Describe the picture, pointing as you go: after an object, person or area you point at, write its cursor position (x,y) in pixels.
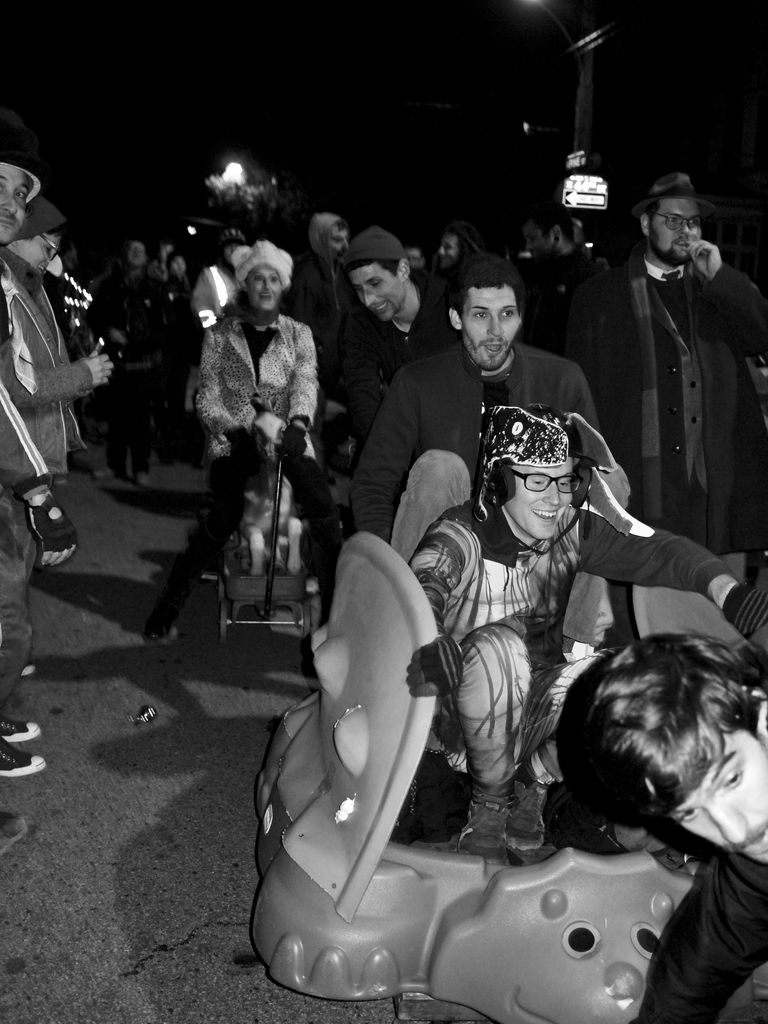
This is a black and white image. In this image we can see people (358,406). At the bottom of the image (177,830) there is road (153,830). There is a person (478,622) sitting on a ride (351,629). At the top of the image (253,62) there is sky (198,54).
